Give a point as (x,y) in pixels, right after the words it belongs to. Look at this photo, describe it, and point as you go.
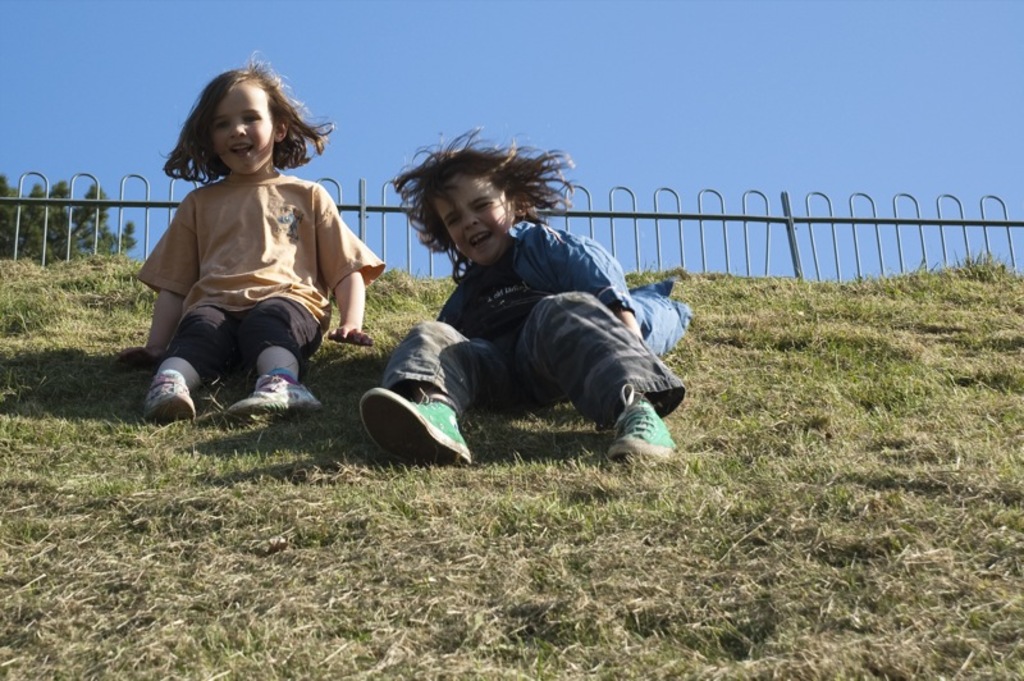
In the foreground of this image (216,341), there are kids (461,323). One is sitting on the grass (537,415) and other it seems like sliding on it. In the background (751,228), there is railing (696,219), a tree (37,220) and the sky (157,85).
